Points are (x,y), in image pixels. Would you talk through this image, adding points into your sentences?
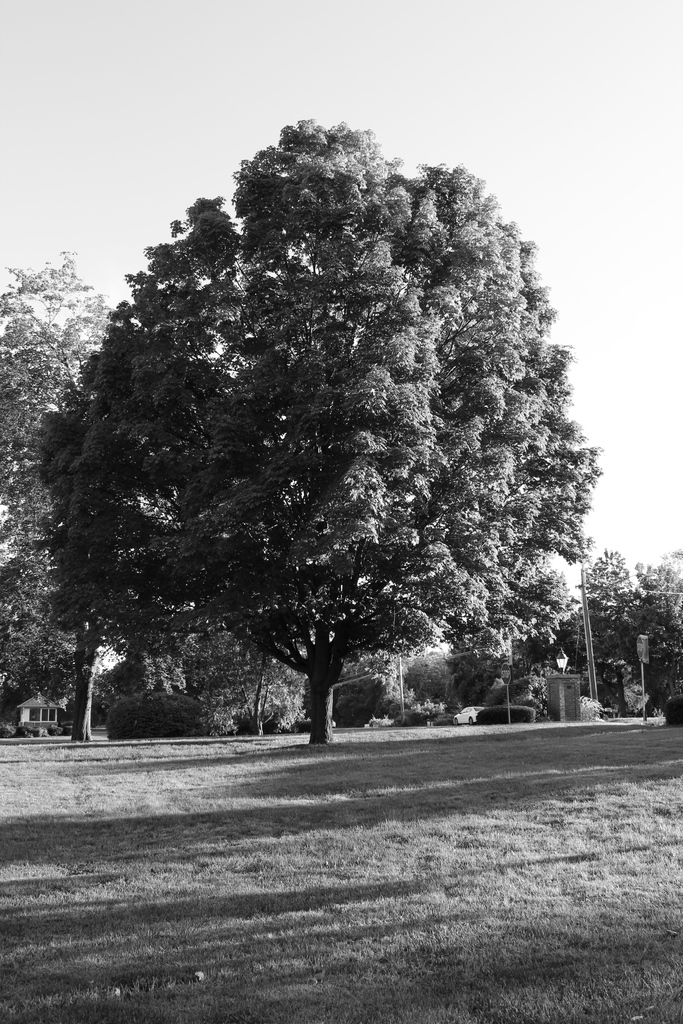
It is a black and white image there are a lot of trees (408,660) on the ground (379,727) and behind the trees (81,696) there is a small hut (42,707).
